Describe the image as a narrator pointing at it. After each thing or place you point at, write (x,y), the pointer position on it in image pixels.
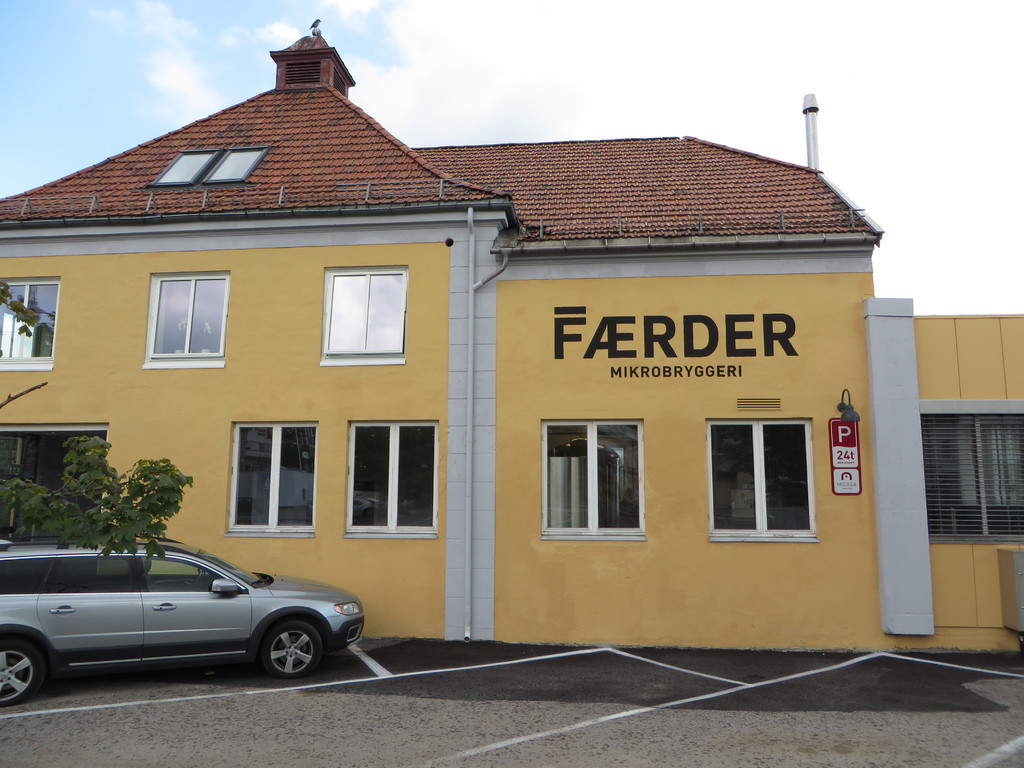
In the foreground (178,297) I can see a car (321,645) on the road (443,660), tree (176,512), building (668,549) and windows (287,467). On the top (548,74) I can see the sky (561,79). This image is taken during a sunny day.
